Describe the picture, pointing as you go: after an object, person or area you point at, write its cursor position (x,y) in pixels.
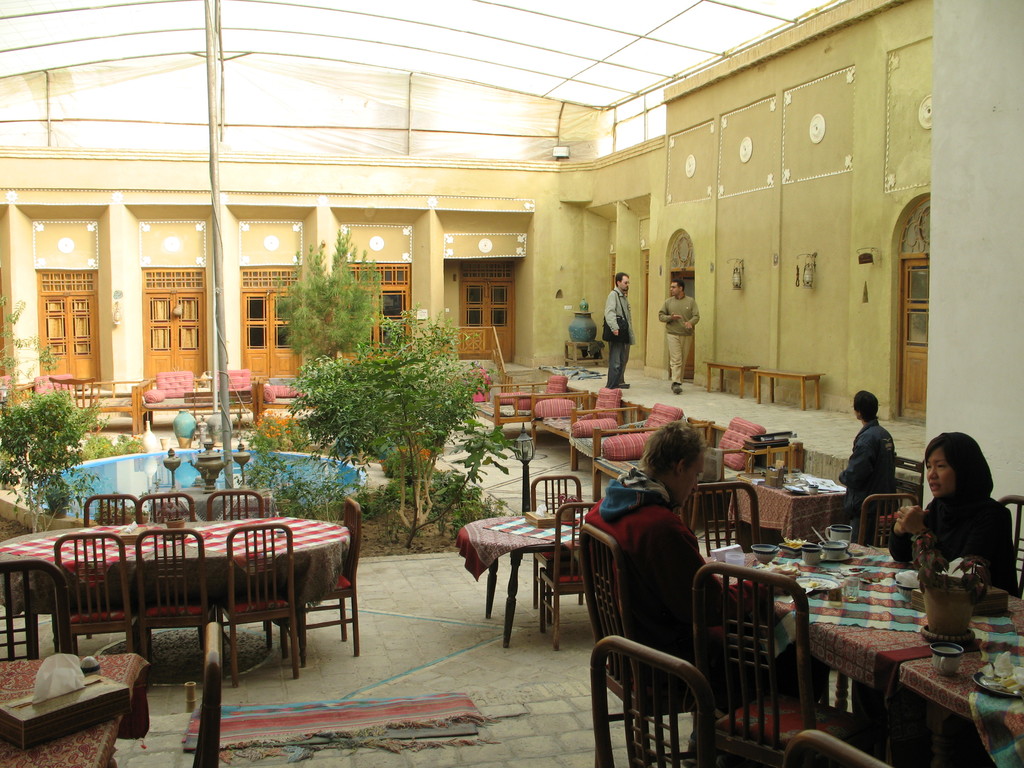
In this image I can see few people (945,528) where two of them are sitting on chairs (871,513) and rest all are standing. I can also see number of chairs (821,732) and tables (830,643). In the background (392,459) I can see few trees (286,333).
